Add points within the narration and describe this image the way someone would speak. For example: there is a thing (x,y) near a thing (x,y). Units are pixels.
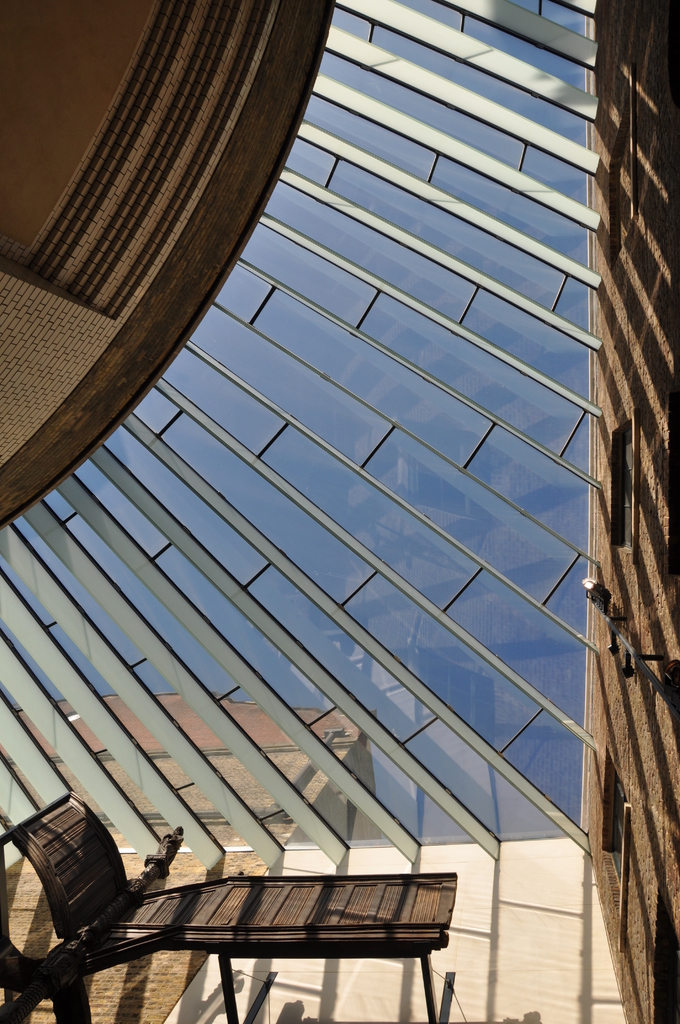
In the image there is a wooden structure (195,940) and above the ceiling (296,690) is of glass (415,538) with a wall (648,288) on the right side (651,612).
